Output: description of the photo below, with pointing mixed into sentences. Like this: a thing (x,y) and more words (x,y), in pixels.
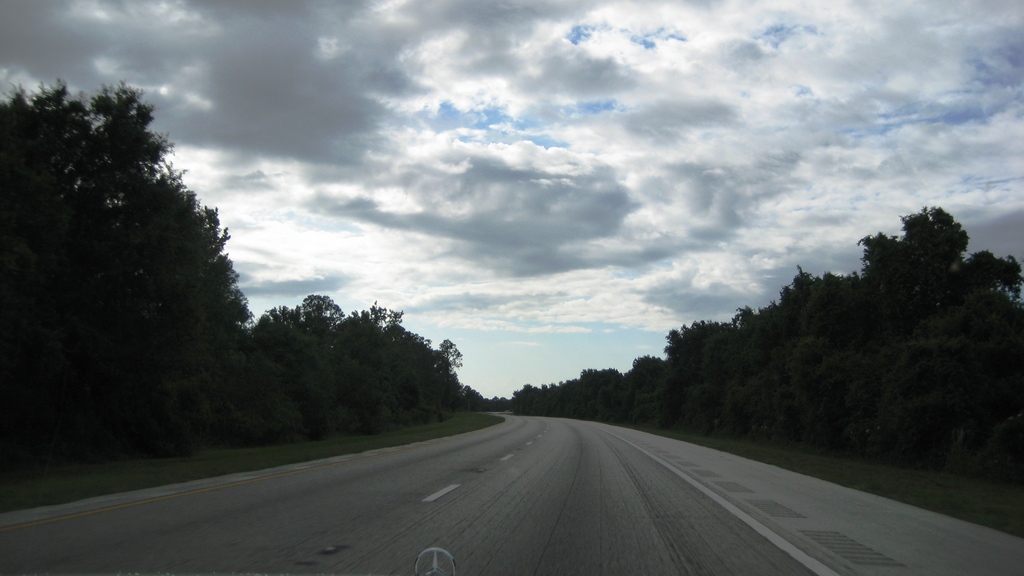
In this image, we can see a road (653,540), at the right (813,379) and left sides, there are some green color trees (359,342), at the top (556,122) there is a sky (602,102) which is cloudy.
